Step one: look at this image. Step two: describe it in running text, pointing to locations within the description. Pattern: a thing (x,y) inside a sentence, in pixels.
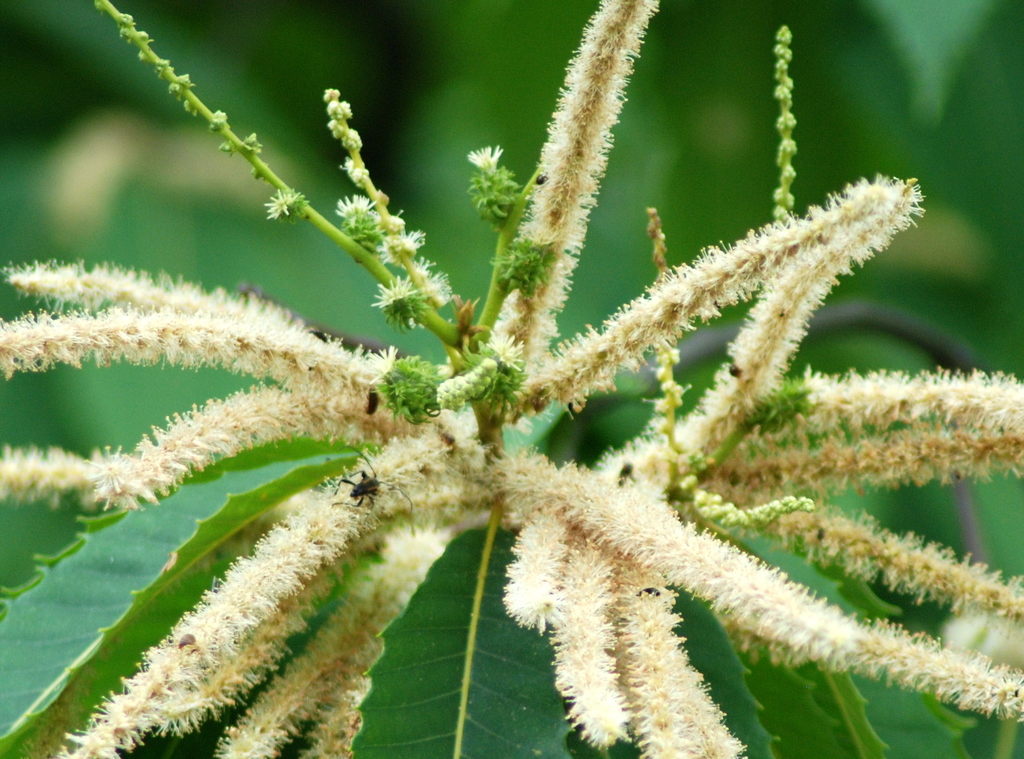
In the center of the image (482,433) we can see a flower (399,424) and there are leaves (432,635).
